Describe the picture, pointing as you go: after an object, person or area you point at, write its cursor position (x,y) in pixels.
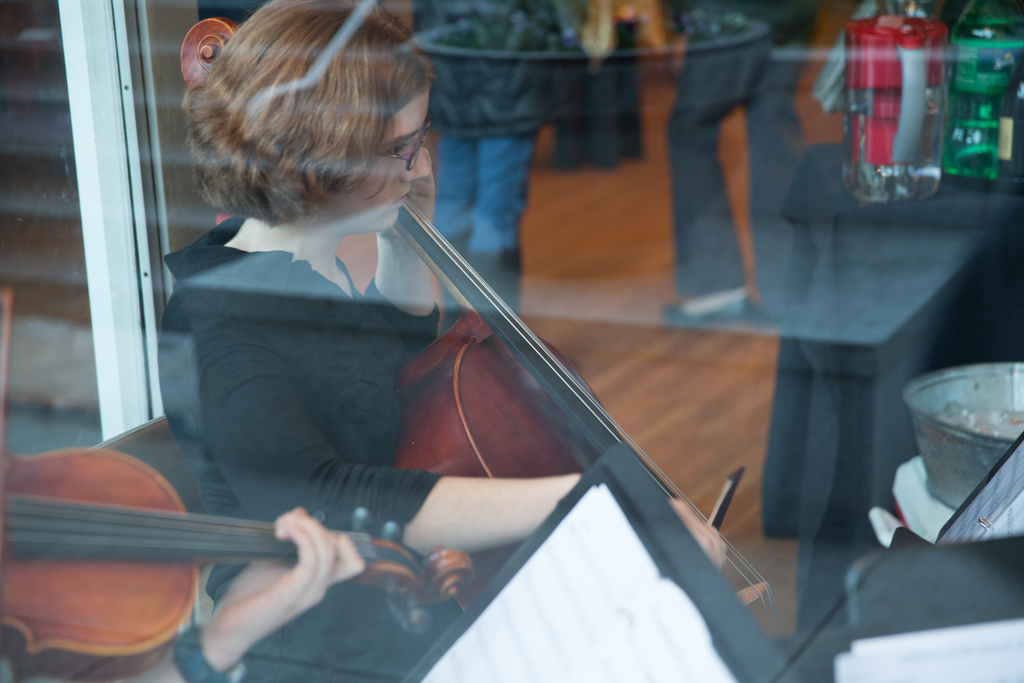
This picture is taken from outside of the glass window (692,493). In the middle of the image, we can see at one edge (633,513) of a music stand (647,506). In the glass window (693,320), we can see two people (387,380) are sitting on the chair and playing a musical instrument (530,362). On the right side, we can see a bowl (972,496). In the background (925,351), we can see a table (820,284) and a group of people (689,301) and a glass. On the left side of the glass window (169,90), we can see a staircase (50,106).
